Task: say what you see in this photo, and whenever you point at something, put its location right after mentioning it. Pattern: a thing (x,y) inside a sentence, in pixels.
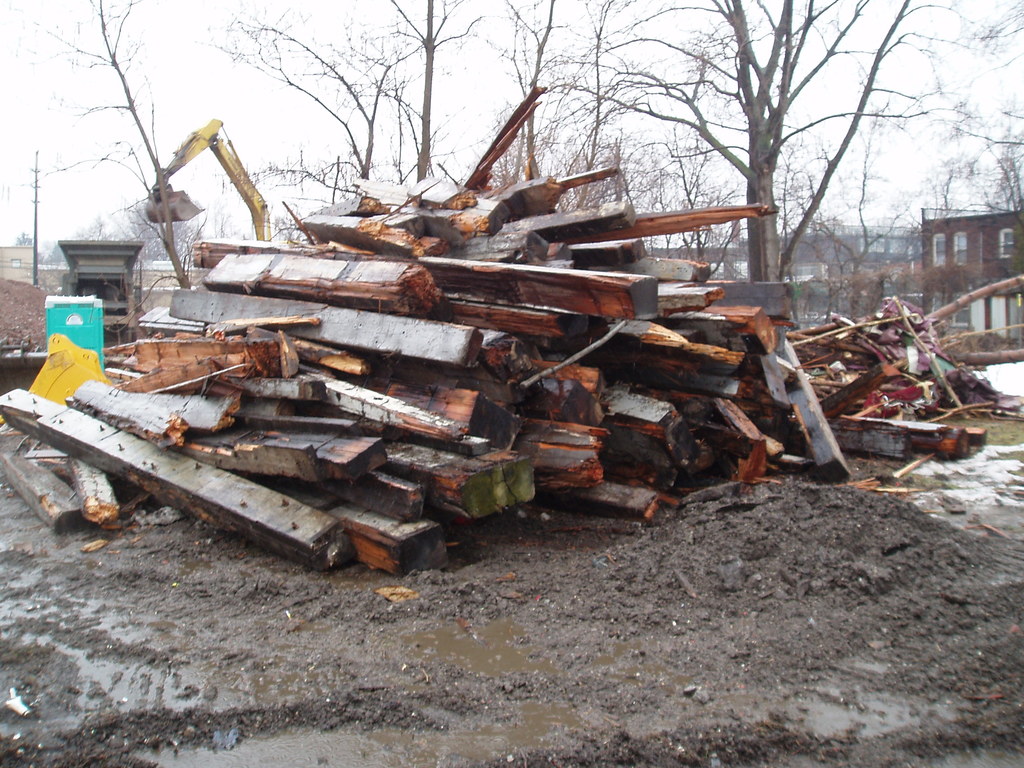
This is an outside view. In the middle of the image (503,492) there are many wooden planks (334,435) placed on the ground (662,668). On the right side (937,270) there is a building (1008,240). In the background (254,213) there is a bulldozer (186,212) and many trees (696,109). At the top of the image (150,63) I can see the sky (150,63).
